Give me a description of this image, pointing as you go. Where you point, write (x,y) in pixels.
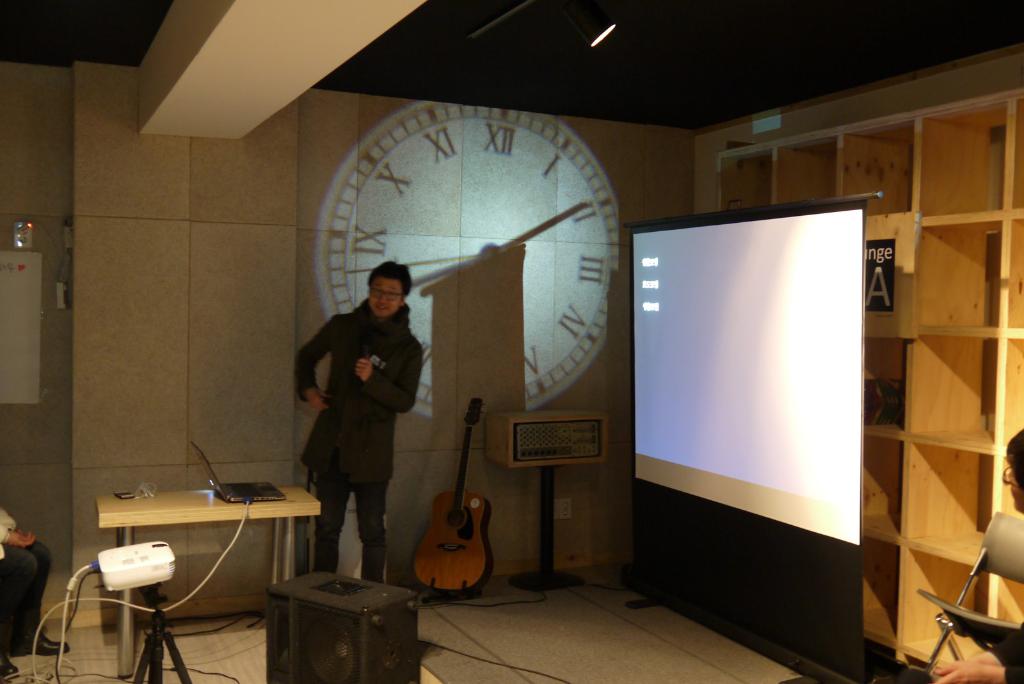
A man (347,358) is standing and presenting. He is projecting from laptop (240,498) using projector (163,571) on screen (705,343) beside him. There is guitar (456,519) and speaker (372,583) beside him.
